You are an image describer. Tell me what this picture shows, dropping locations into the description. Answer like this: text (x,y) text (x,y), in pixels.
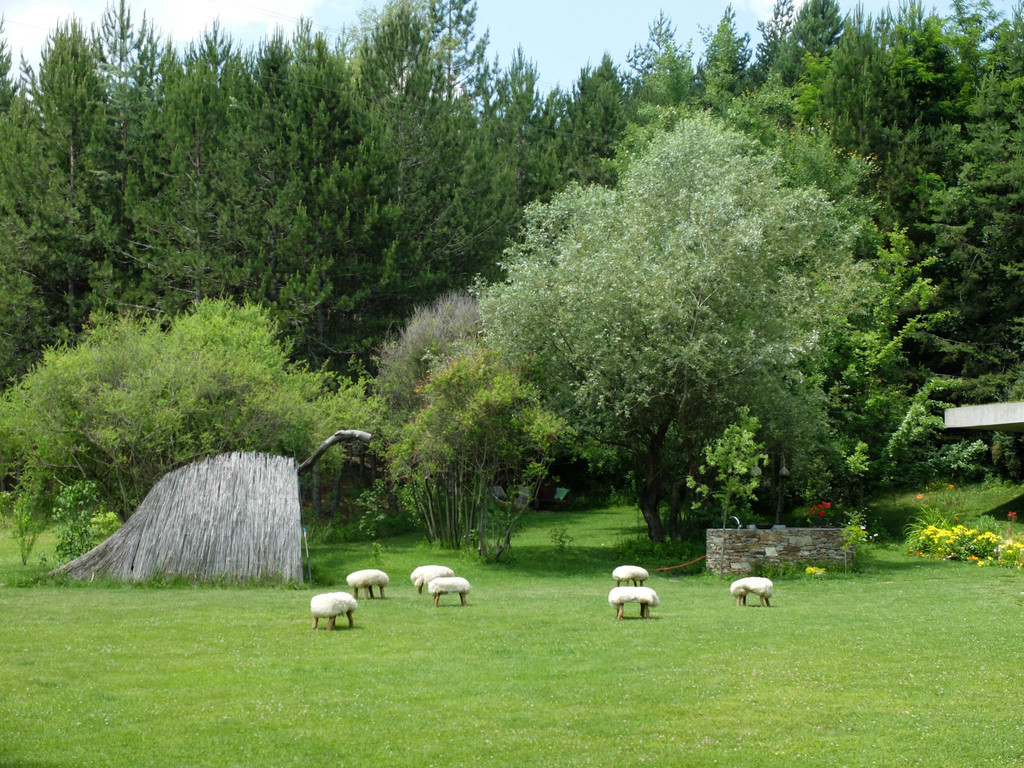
In this image there is a ground (472,721), on which there are some trees (192,200), plants (857,476), tables (337,604), some other objects (799,548) visible, at the top (46,24) there is the sky (151,28).
